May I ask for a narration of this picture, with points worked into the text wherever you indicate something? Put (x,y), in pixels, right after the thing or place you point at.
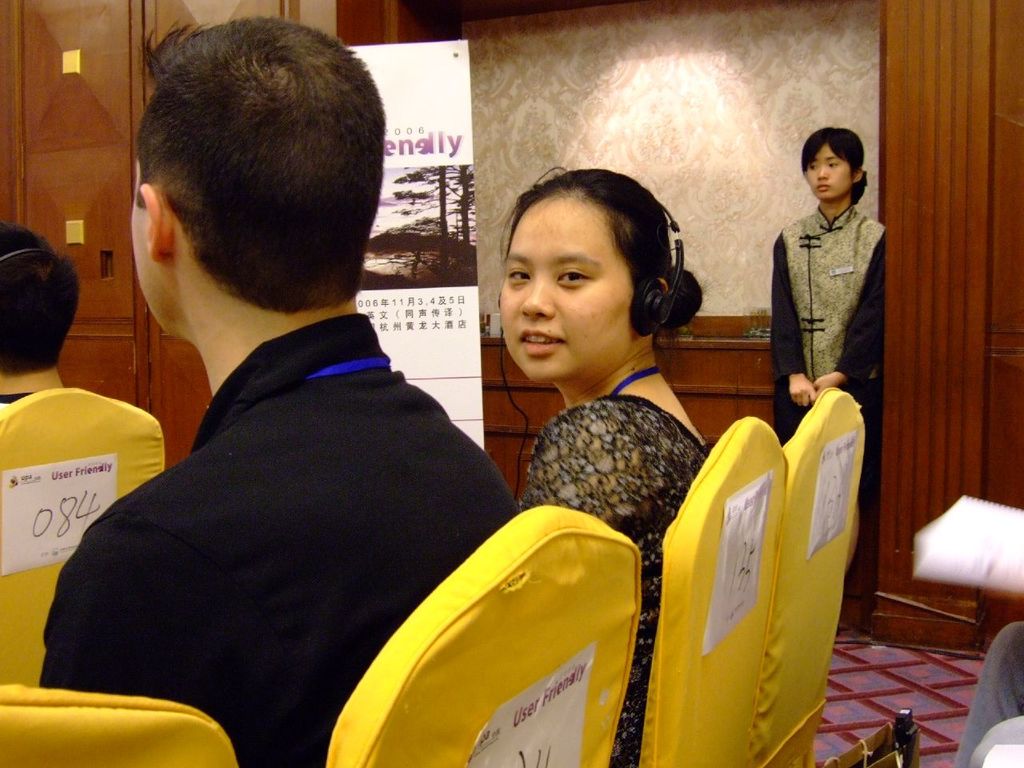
In the center of the image (400,506) we can see man (413,496) and woman (551,498) sitting on the chairs (478,556). On the left side of the image (25,424) there is a person (11,270) sitting on the chair (34,450). In the background (853,250) there is a woman (834,235), poster (457,123), wall (505,127) and doors (88,53).
